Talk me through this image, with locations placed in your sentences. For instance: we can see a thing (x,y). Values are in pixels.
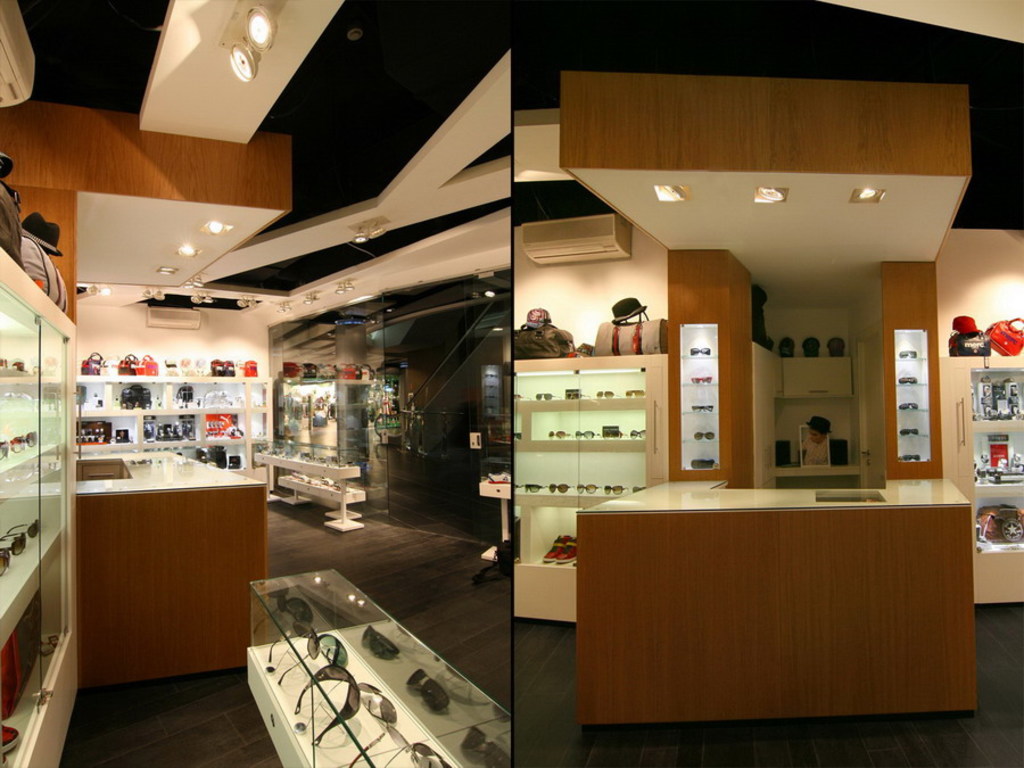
This image looks like an edited photo in which I can see cabinets (369,612), shelves (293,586), cupboards (1019,437) in which some objects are there, pillars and lights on a rooftop (346,165). This image is taken may be in a shop (394,452).
